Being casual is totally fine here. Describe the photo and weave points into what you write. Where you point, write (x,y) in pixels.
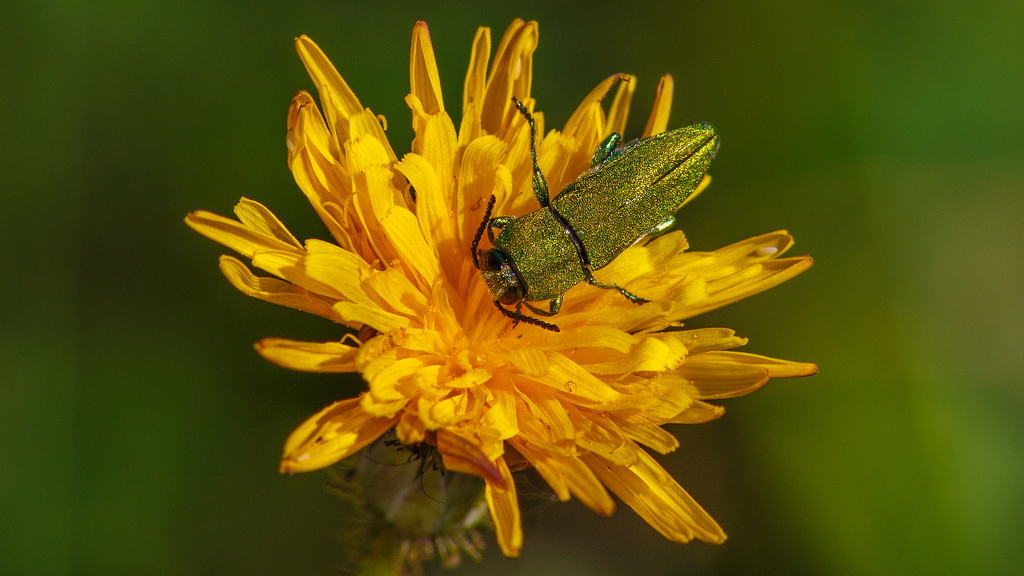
In this image, I can see an insect (547,234) on a flower (375,307). There is a blurred background (157,403).
